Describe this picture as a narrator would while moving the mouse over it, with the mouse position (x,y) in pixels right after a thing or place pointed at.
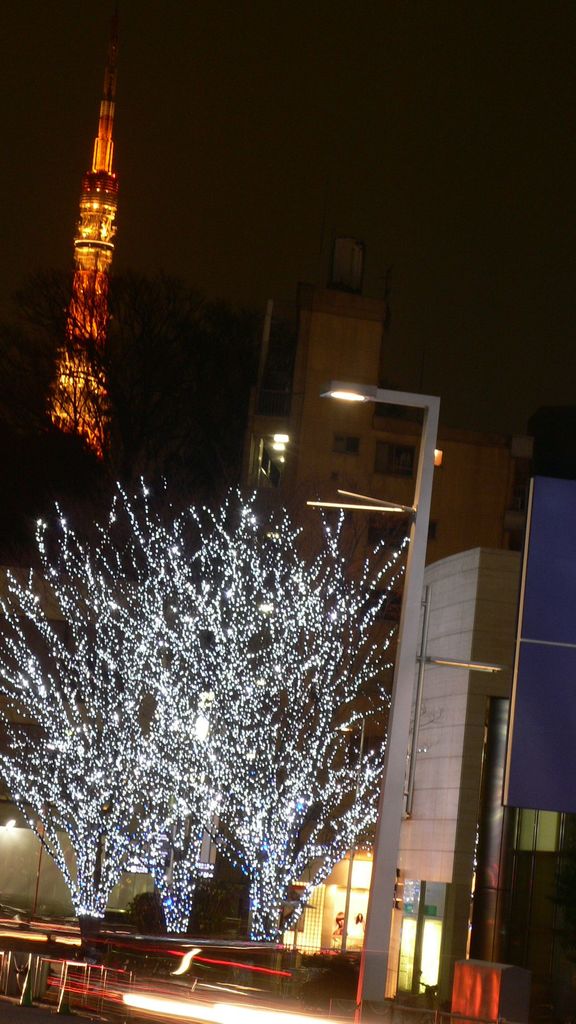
In this image, we can see trees (96,662) decorated with some lights (109,822). There is a street pole (407,687) on the right side of the image (390,812). There are buildings (316,431) in the middle of the image (333,472). There is a tower (81,305) on the left side of the image (57,407). At the top of the image (374,74), we can see the sky (476,182).
